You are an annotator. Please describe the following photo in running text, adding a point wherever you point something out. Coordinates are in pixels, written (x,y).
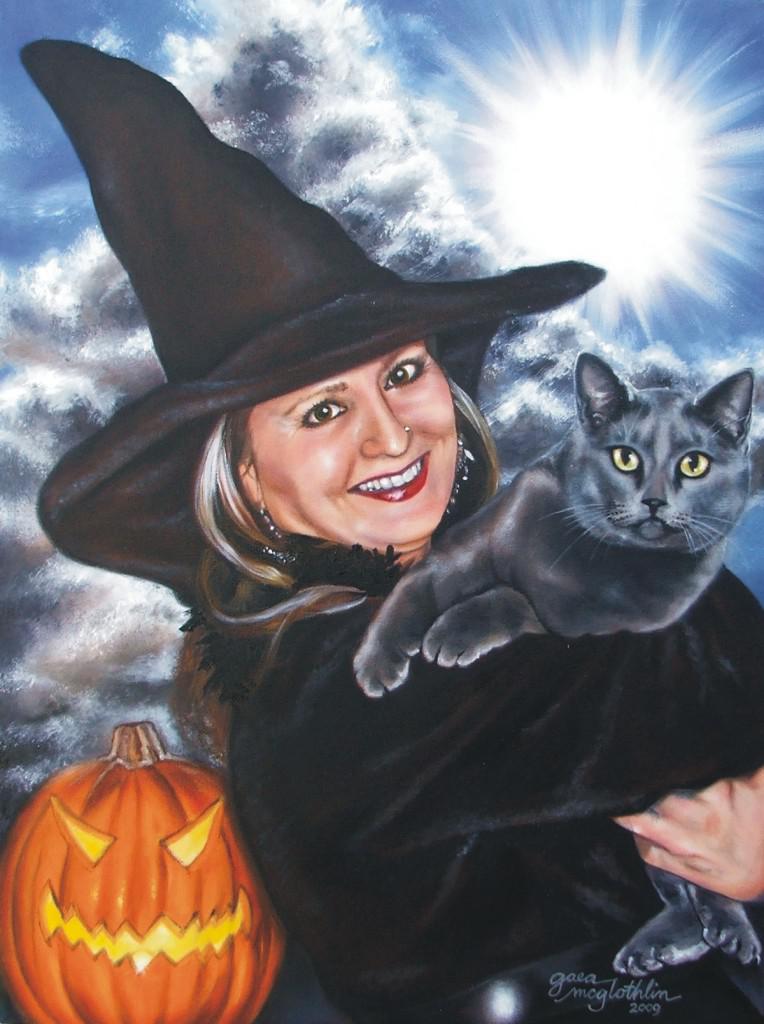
In the image we can see a painting (441,240).
